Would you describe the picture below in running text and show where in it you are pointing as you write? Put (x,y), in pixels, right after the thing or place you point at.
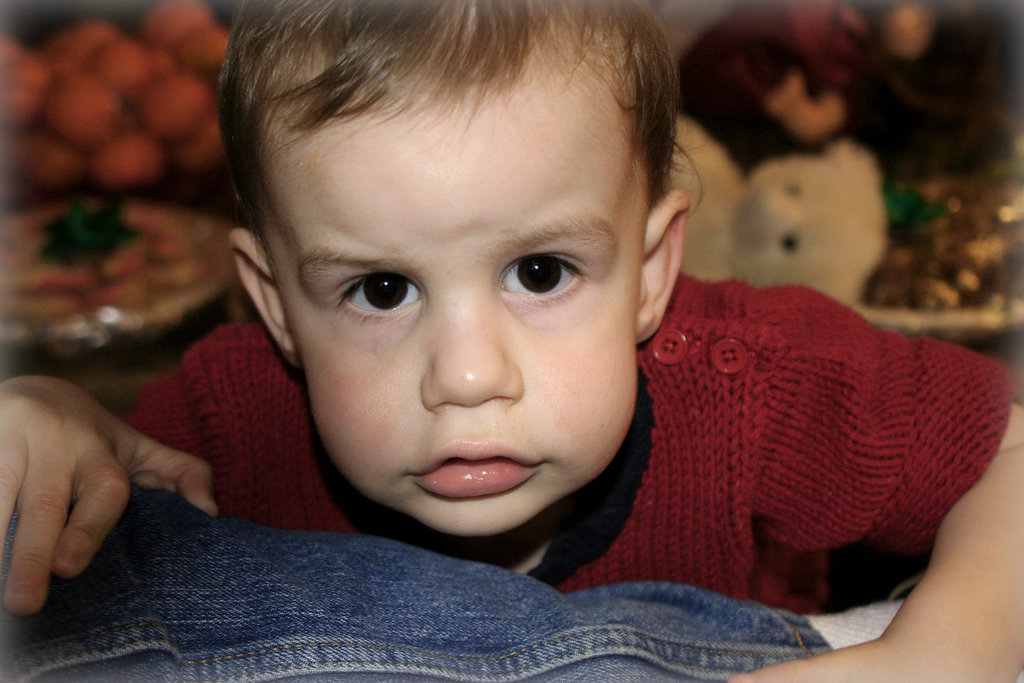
In this image there is a person (516,534) wearing red shirt (160,422) in the foreground (602,573). There are toys (817,29), fruits (11,133) and other objects (1015,273) in the background (794,44).
